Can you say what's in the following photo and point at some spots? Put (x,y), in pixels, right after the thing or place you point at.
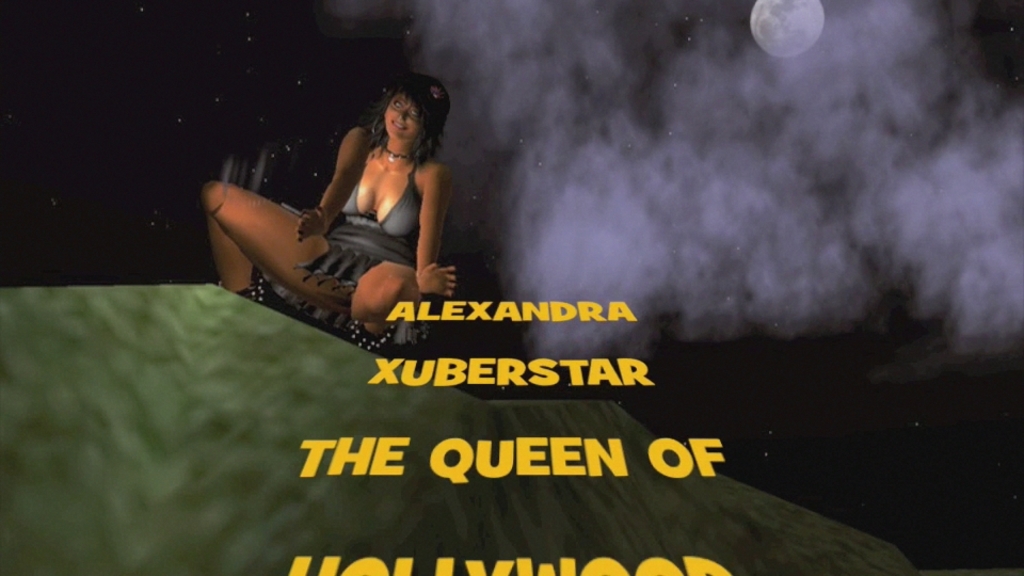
This is an animated image and here we can see a lady (386,251) sitting and at the top (791,48), we can see a moon (772,45) in the sky (717,209). At the bottom (435,458), we can see some text (308,463) written.
